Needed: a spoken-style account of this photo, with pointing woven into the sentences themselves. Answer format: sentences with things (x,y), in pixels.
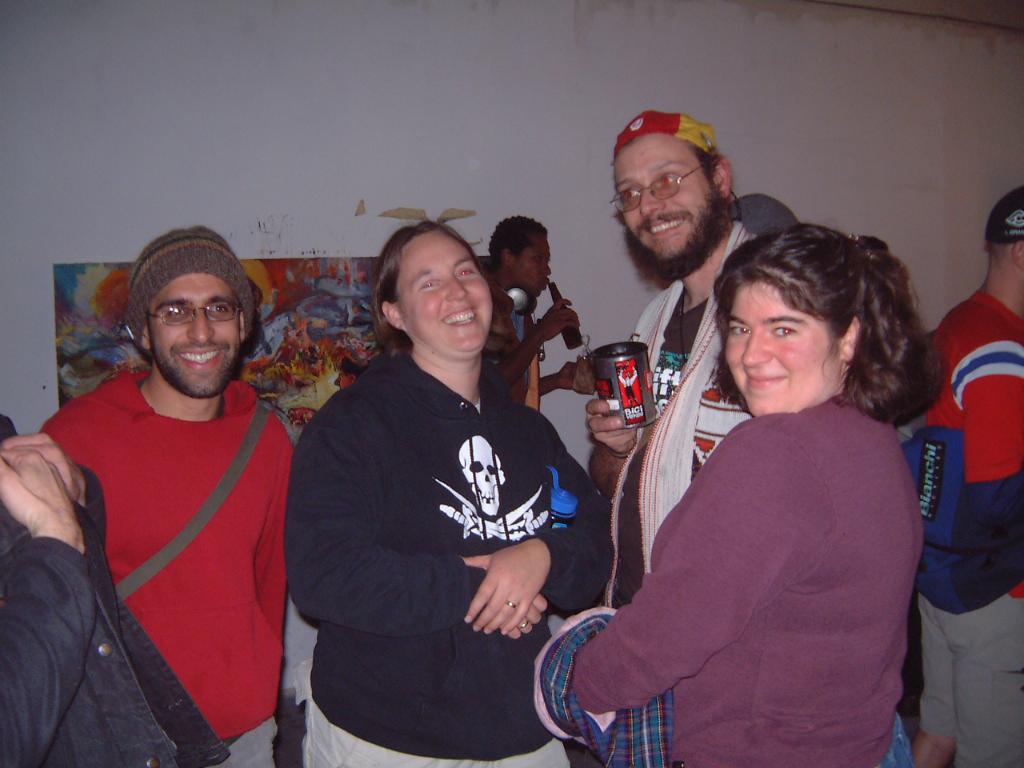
In this picture, we can see a few people (622,525), and among them a few (602,537) are holding some objects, we can see the wall (336,205), poster (328,268) with some art (290,294) on it.
